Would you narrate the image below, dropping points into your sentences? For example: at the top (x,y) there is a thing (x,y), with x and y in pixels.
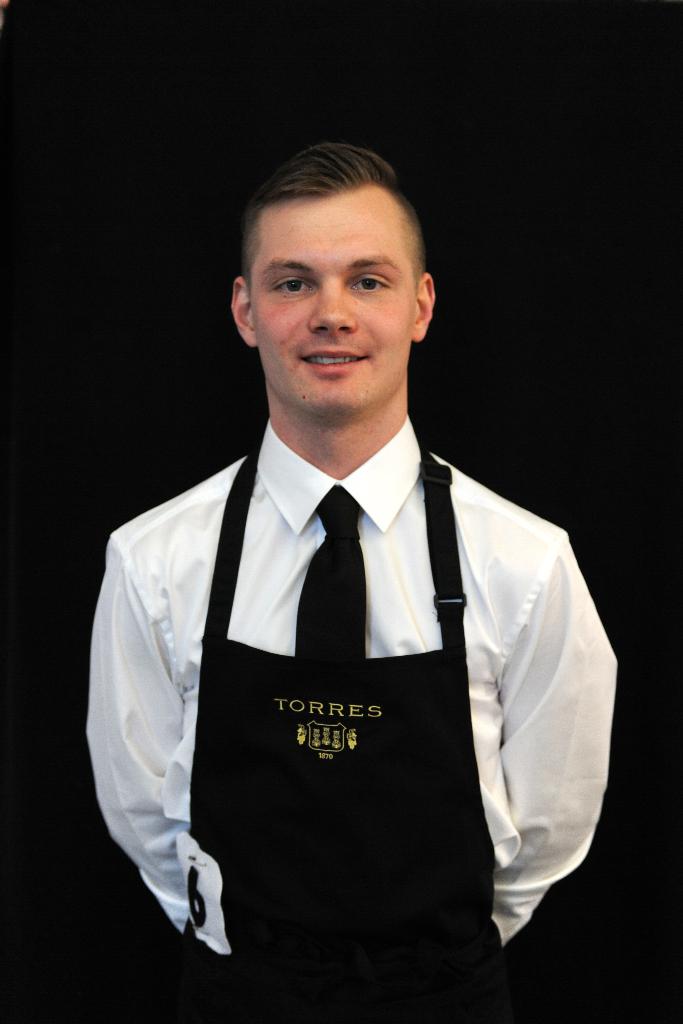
In the middle of the image (278,460) a person (189,519) is standing, smiling and he wear a cloth (410,488).
